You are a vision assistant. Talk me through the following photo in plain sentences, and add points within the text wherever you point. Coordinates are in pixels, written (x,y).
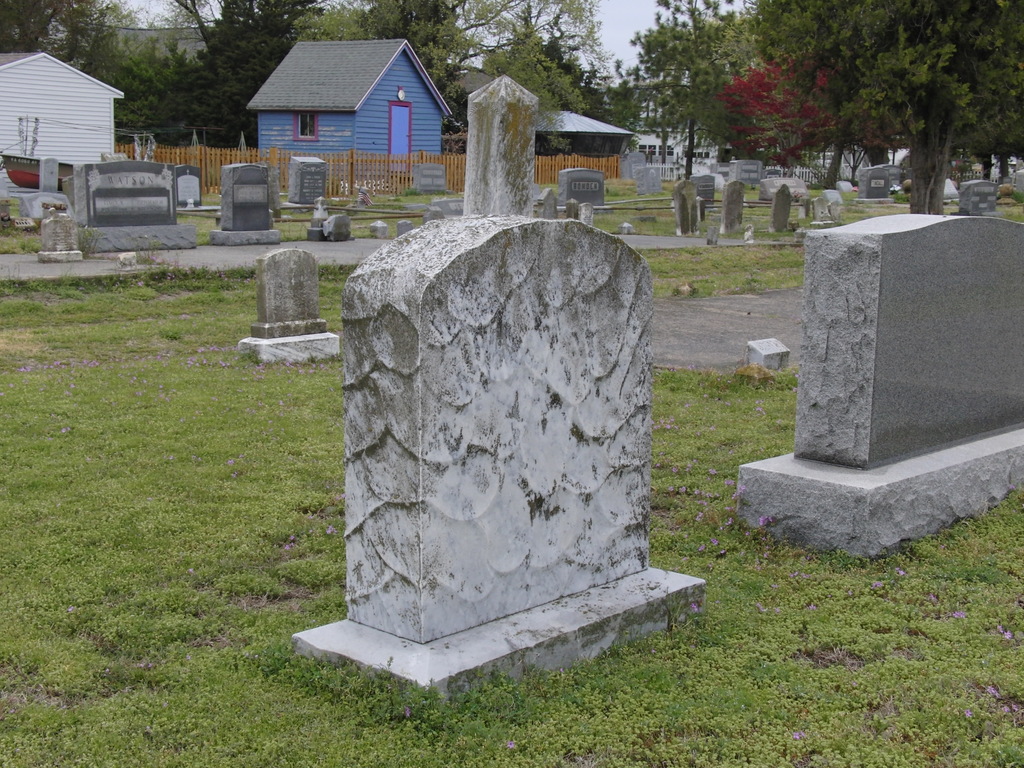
In this picture there are buildings (138,32) and trees (274,6) and there is a railing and there are tombstones (831,451). At the top (638,5) there is sky (623,3). At the bottom (945,642) there is grass (948,634) and there is a pavement (150,260).
